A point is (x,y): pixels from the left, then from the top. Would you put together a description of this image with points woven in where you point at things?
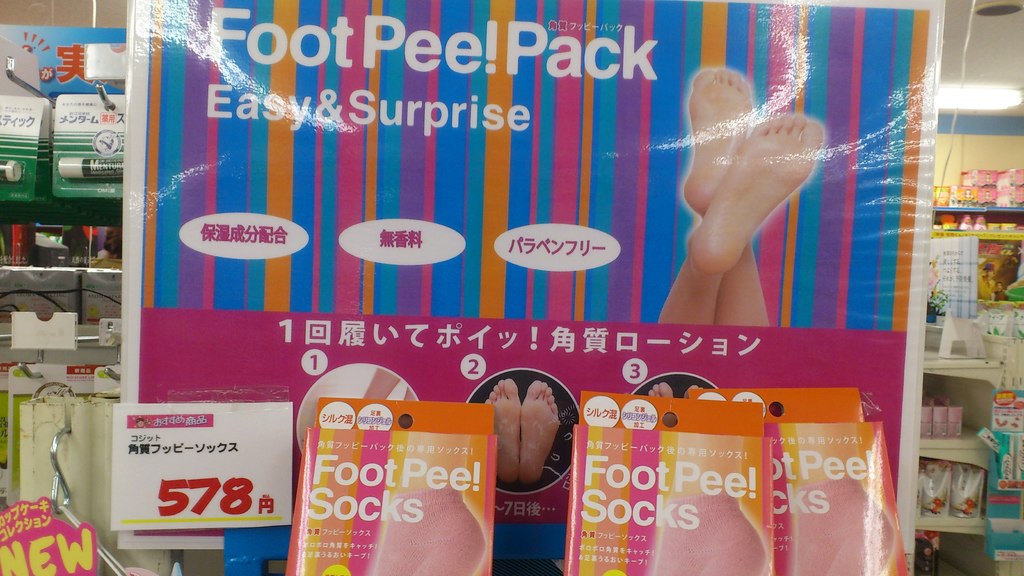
In this image in the foreground (776,460) there are some packets (364,410), and on the boards (240,253) there is text (637,58). And on the right side of the image (941,523) there are some shelves (970,442), and in the shelves (966,407) there are some groceries (937,412). And on the left side of the image (35,372) we could see some objects (44,143).
